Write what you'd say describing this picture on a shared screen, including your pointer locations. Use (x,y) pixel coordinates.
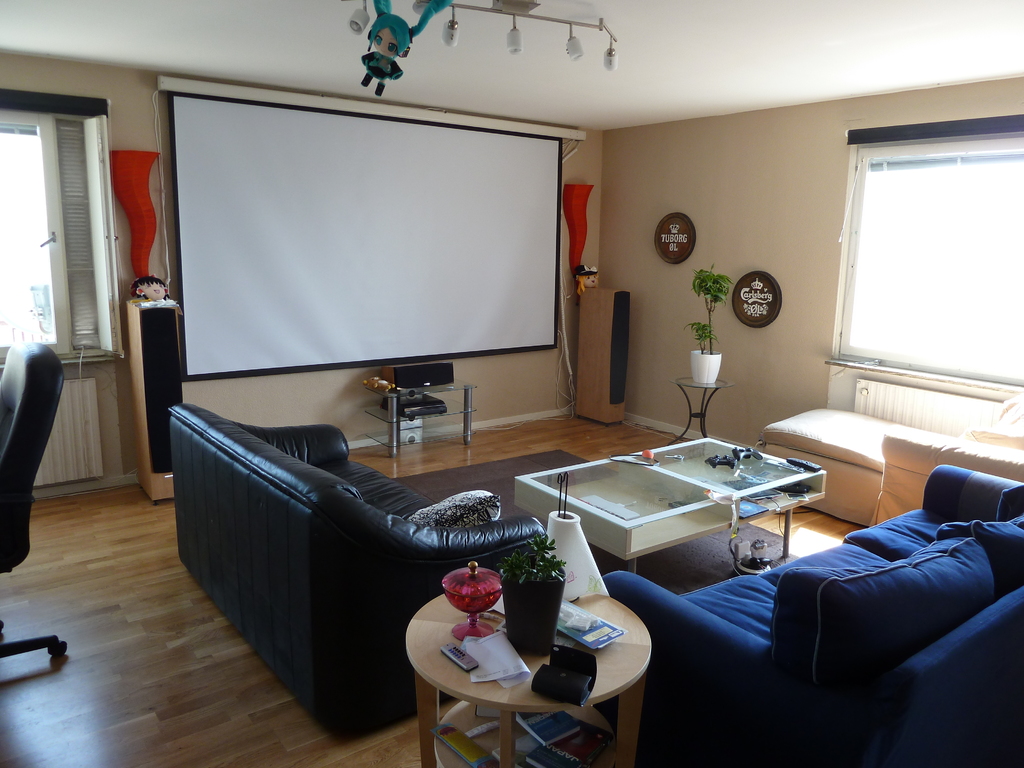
This looks like a living room (652,572). This is a couch (791,594) with cushion (480,507). This is a teapoy (652,501) with some objects (618,506) placed on it. This looks like a small table (456,673) where a remote (464,655), a object (490,600) with red color and an another object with black color are placed on the table (608,679). I can see a foldable screen (350,296), and these looks like speakers (158,372). At the very left corner of the image (44,404) I can see a black chair (46,432). And I can see a small flower pot (708,359) placed on the glass table (707,385). This looks like a window (979,322).
